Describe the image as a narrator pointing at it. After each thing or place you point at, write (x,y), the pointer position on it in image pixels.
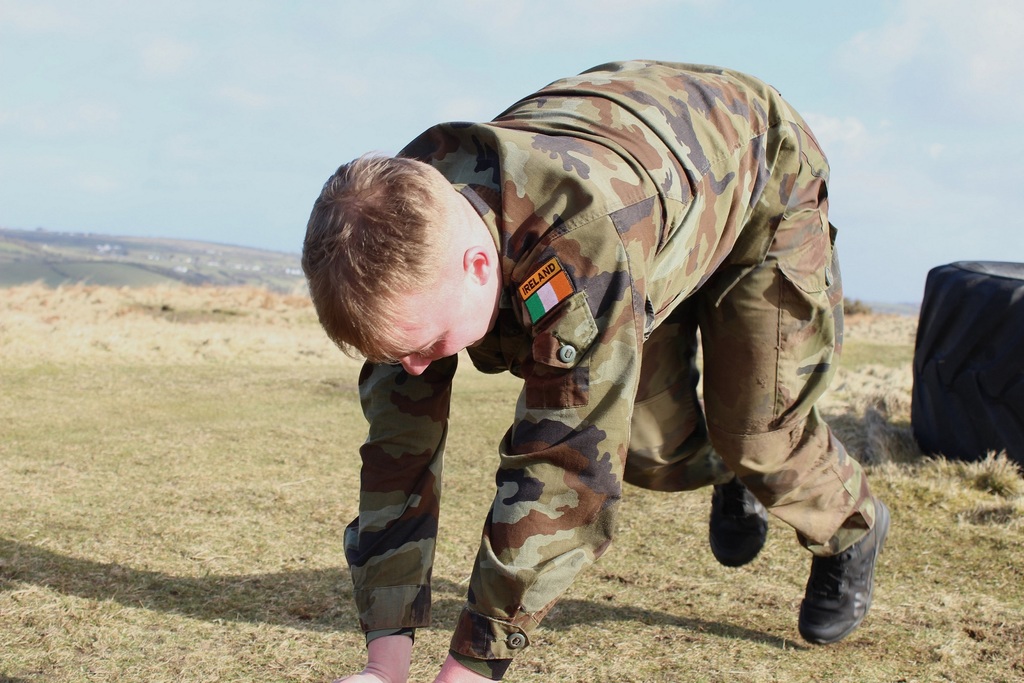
This image is taken outdoors. At the top of the image (174,108) there is the sky (631,29) with clouds (868,127). At the bottom of the image (795,659) there is a ground (791,667) with grass (168,528) on it. On the right side of the image (976,331) there is a tyre (1013,418) on the ground (948,463). In the middle of the image (538,436) there is a man (574,283).
